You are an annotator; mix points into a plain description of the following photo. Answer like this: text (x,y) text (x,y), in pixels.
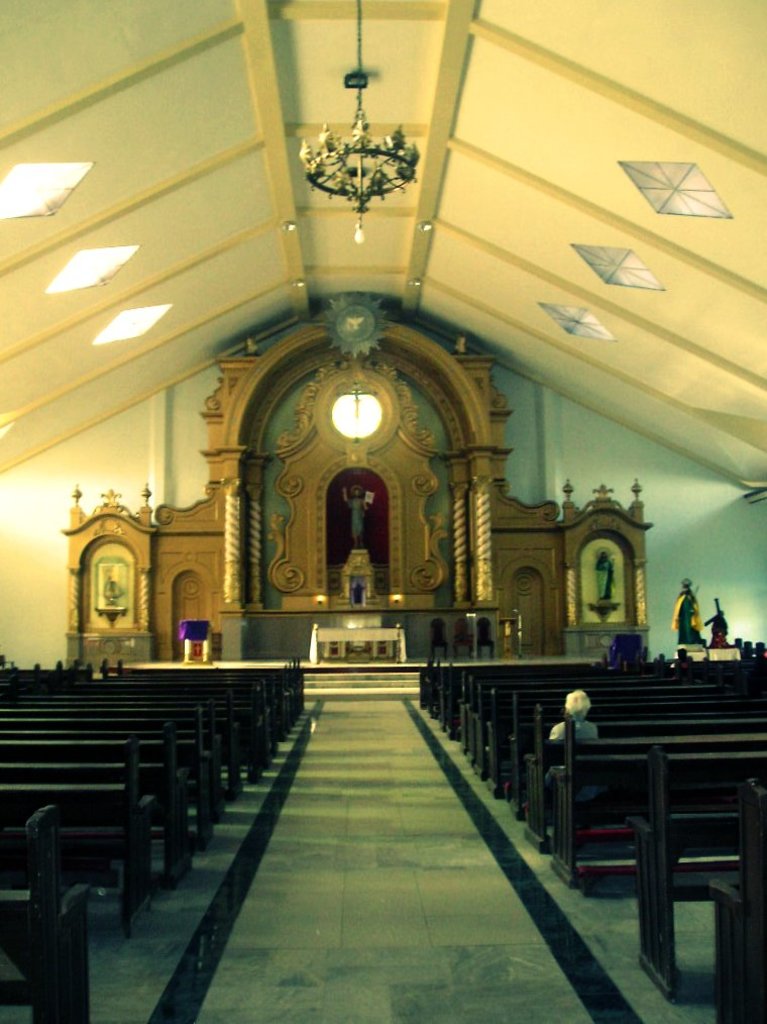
In this image I can see inside view of a building (13,419) and I can see a black color bench (261,695) is visible on the floor (229,839) in the middle (476,667) and I can see a chandelier (375,176) attached on the roof (264,147) and I can see idol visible in the middle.
